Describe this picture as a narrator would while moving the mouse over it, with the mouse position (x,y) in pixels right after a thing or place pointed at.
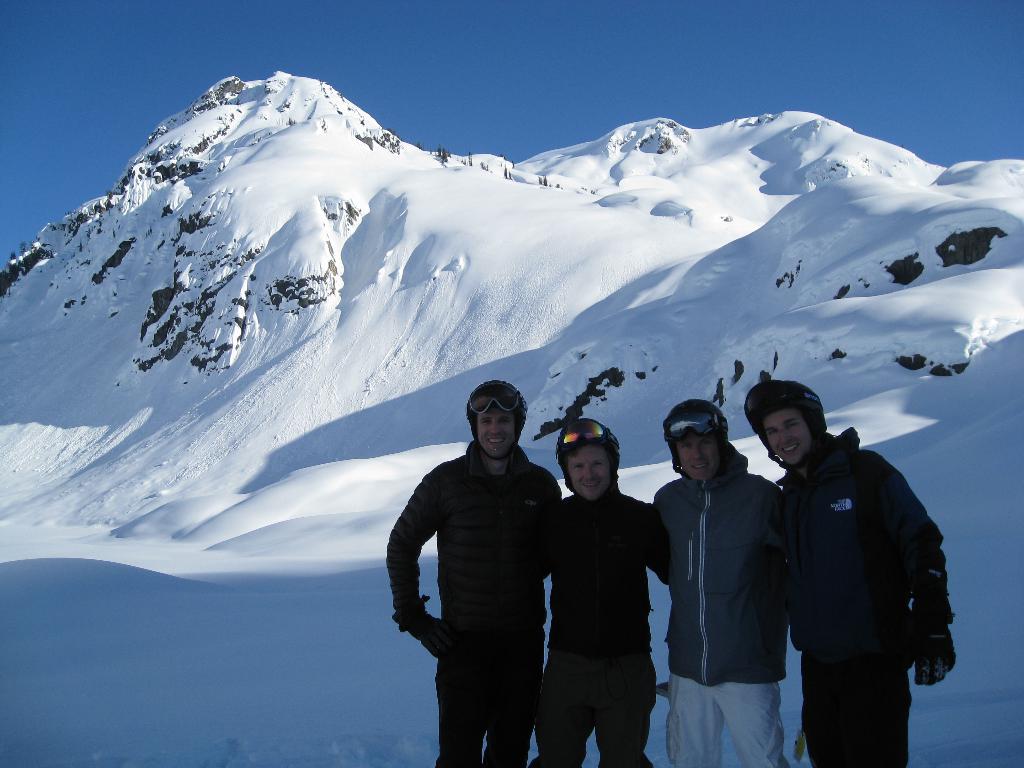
At the top of the image (358,65) we can see sky (366,64) and hills (399,261) covered with snow (388,300). At the bottom of the image (907,630) there are people (553,642) standing on the snow (424,563).
